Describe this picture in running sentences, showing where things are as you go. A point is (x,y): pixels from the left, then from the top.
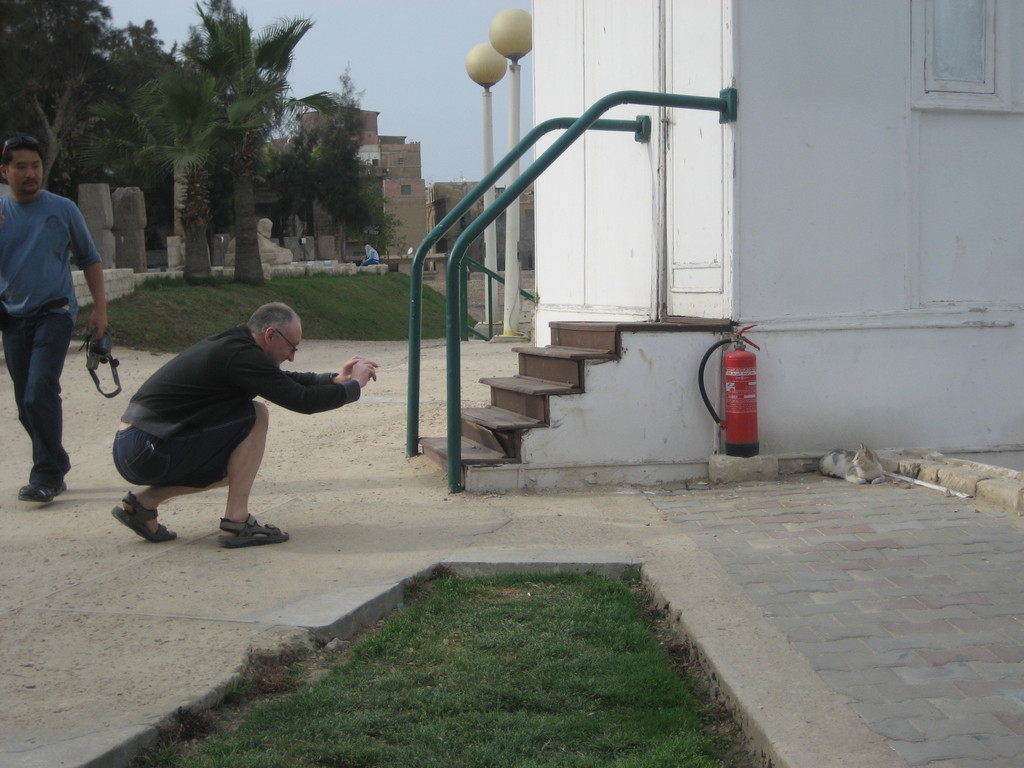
In this picture there is a man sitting and holding the object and there is a man (94,306) holding the object (114,369) and he is walking. At the back (82,173) there are buildings (892,207) and trees (370,241) and there are street lights (509,237) and there is a person (376,257) sitting on the wall (363,270). In the foreground (418,332) there is a fire extinguisher (728,388) and there is a stair case (416,377) and there is a cat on the floor (894,519). At the top (392,89) there is sky (388,110). At the bottom (313,642) there is grass (499,599) and there is ground (96,644).
